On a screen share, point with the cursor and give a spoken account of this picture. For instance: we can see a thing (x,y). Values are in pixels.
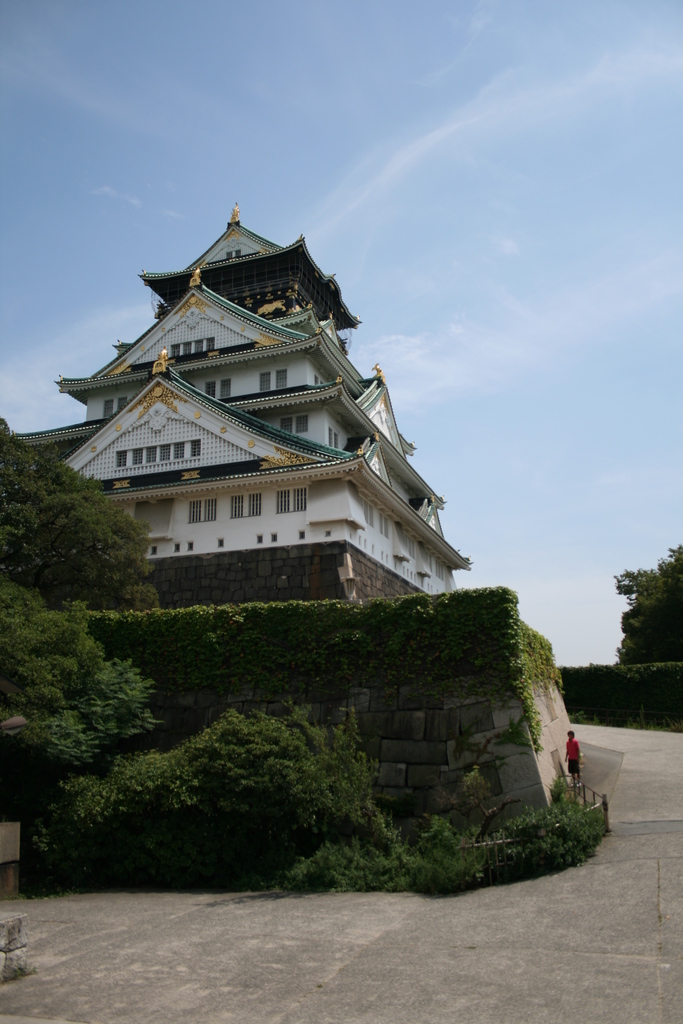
In this image we can see a building (281,405), in front of the building (271,499) there is a tree (89,537) and a wall (502,687) with creeper plant (433,629) and a person (572,736) standing near the wall (543,750) and the sky (481,250) in the background (219,209).
